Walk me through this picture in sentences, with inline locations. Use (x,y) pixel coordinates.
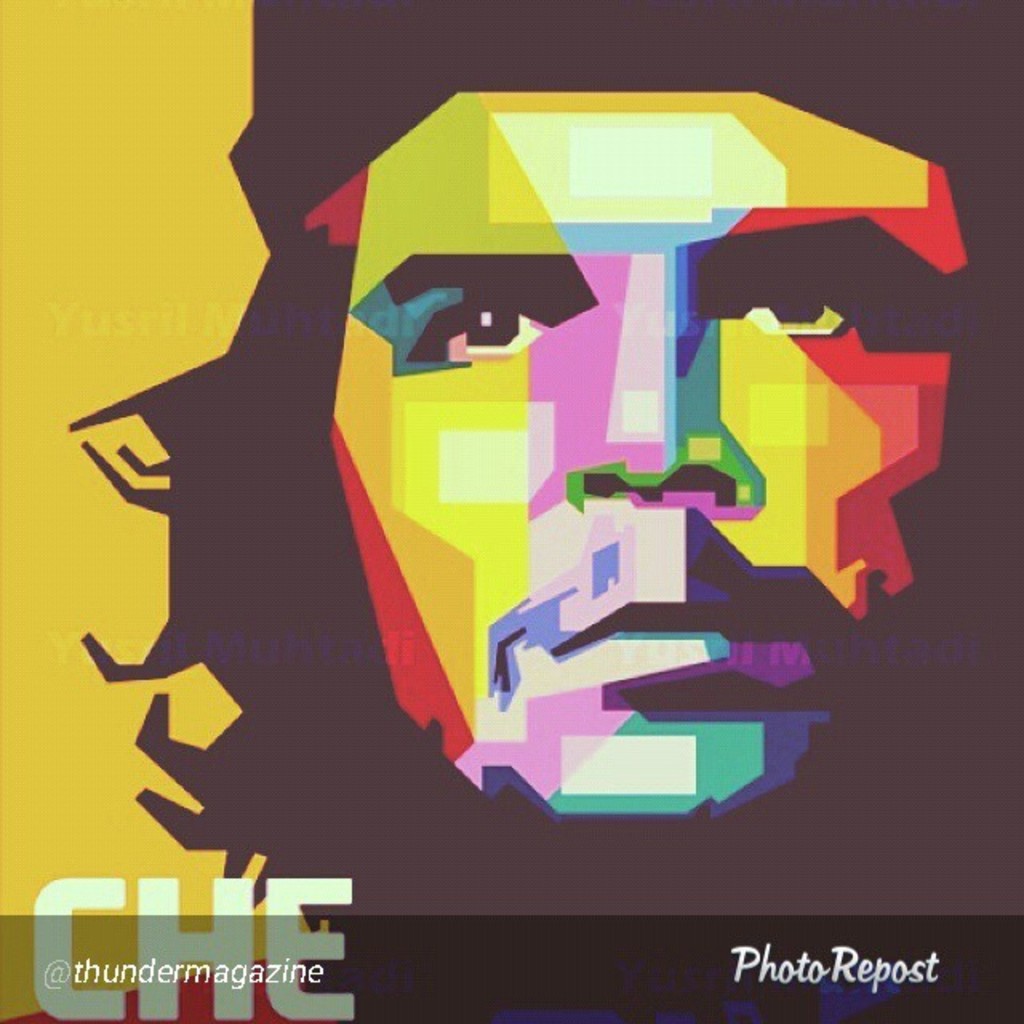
In this picture we can see an object (610,822) which seems to be the poster (385,797) and we can see the text (162,892) and the picture (636,476) of a person (498,470) on the poster (395,246). At the bottom (873,992) we can see the watermark (235,973) on the image.
